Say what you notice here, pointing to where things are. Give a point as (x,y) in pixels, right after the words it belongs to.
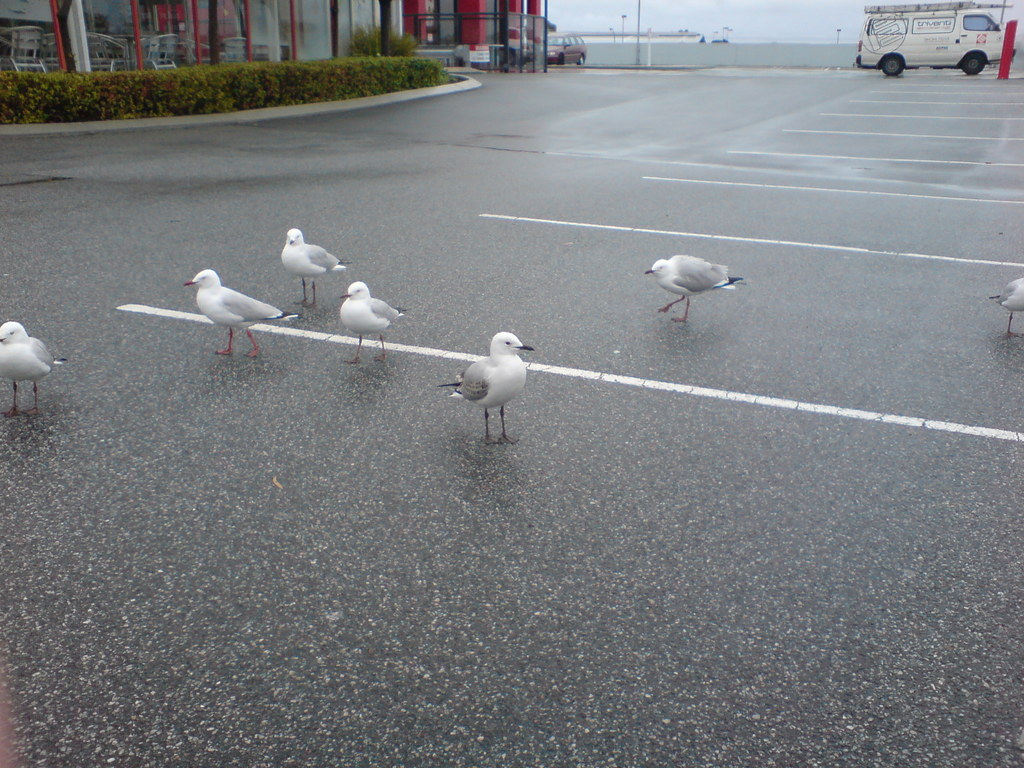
In this image I can see some birds (29,375) walking and standing on the road (901,291). I can see a building (140,40) in the top left corner (305,41). In the top right corner (966,71) I can see two vehicles (551,60).
